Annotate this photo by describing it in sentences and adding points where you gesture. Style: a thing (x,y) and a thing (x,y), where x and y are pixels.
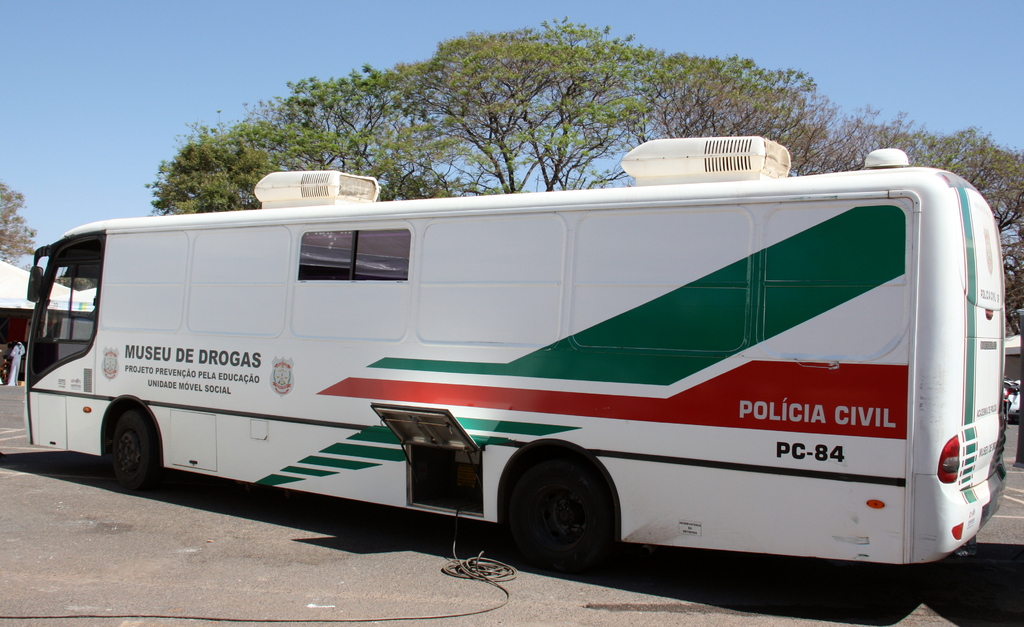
In this image we can see a motor vehicle (370,368) on the road (405,559), cable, trees (247,161) and sky (255,87).
